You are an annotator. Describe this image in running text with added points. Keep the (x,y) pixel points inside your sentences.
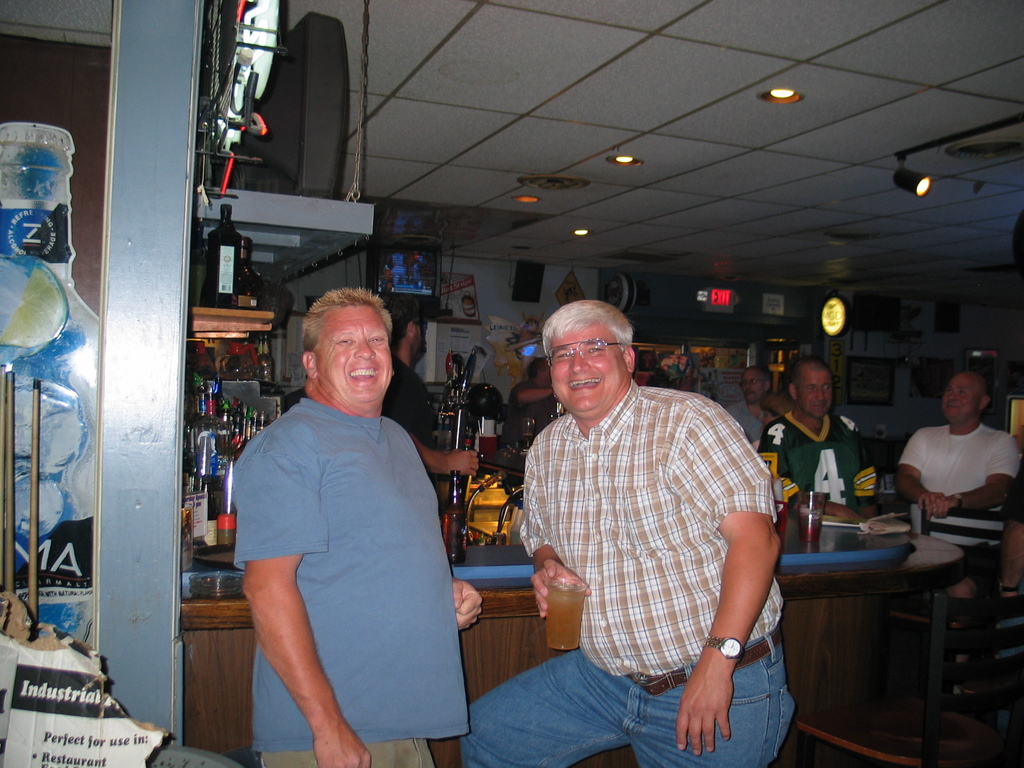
In this picture few persons (430,641) are there. These two person (940,478) sitting on the chair (1013,675). These persons (697,495) standing. We can see table (844,555). On the table (508,559) we can see bottle (452,545), glass (814,524). This person (586,655) holding a glass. On the top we can see lights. This is television (304,99). On the background (565,296) We can see wall (484,270), television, Board (497,326).
